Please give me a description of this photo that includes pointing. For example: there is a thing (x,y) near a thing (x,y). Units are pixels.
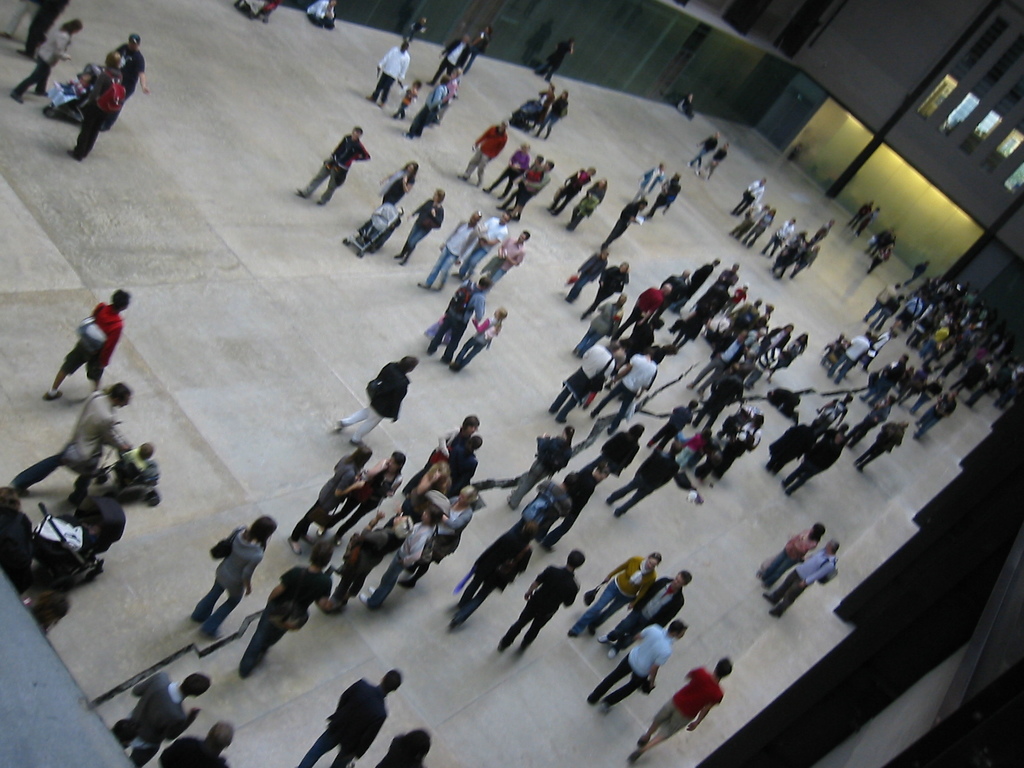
In this image I can see group of people (323,495) some are walking and some are standing. The person (120,332) in front wearing red color shirt (118,334) and black color short (79,358), I can also see few trolleys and bags (457,314) and I can see the inner part of the building (882,172). Background (867,93) I can see the wall (865,78) in gray and black color.
